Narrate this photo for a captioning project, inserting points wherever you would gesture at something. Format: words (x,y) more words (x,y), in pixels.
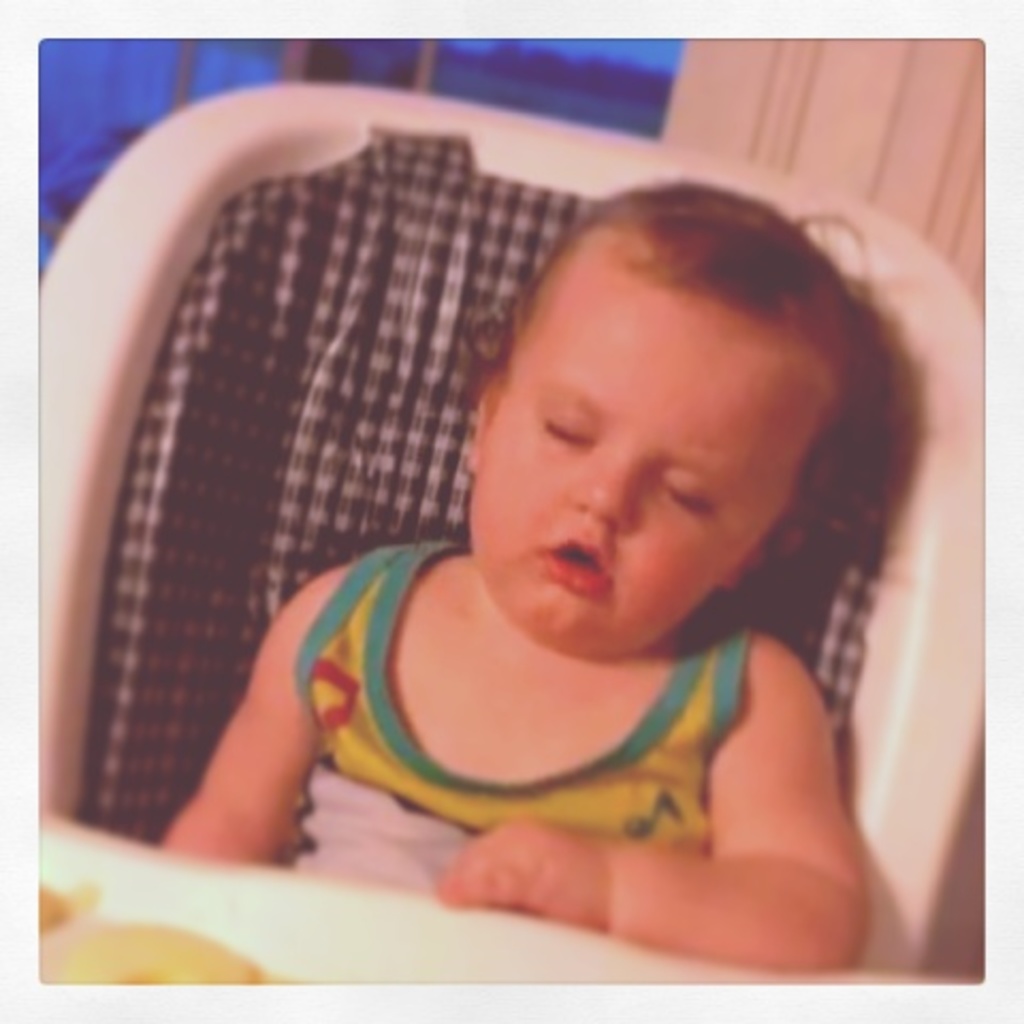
In this image I can see a child (472,633) sitting on a chair (427,412).
